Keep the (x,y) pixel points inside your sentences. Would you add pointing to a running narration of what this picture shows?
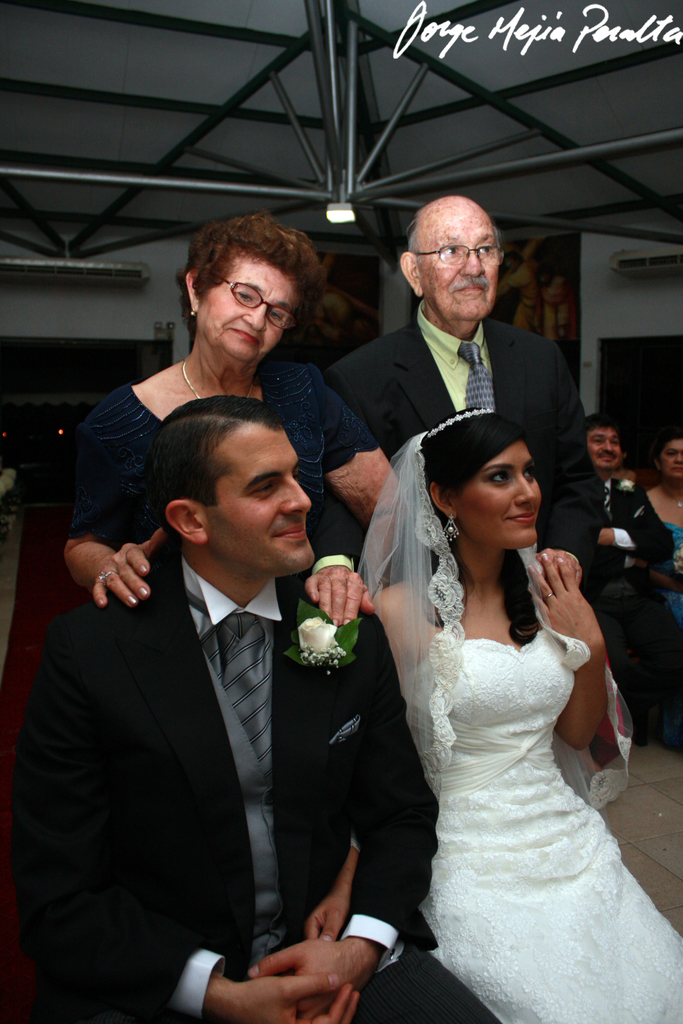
In the image we can see there are people (479,521) sitting and two of them are standing, they are wearing clothes (350,684) and some of them are wearing spectacles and they are smiling. Here we can see the roof (311,173), metal rods (330,156) and the floor (624,792). The background (37,65) is slightly dark and on the top right (549,29), we can see the watermark (516,34).
